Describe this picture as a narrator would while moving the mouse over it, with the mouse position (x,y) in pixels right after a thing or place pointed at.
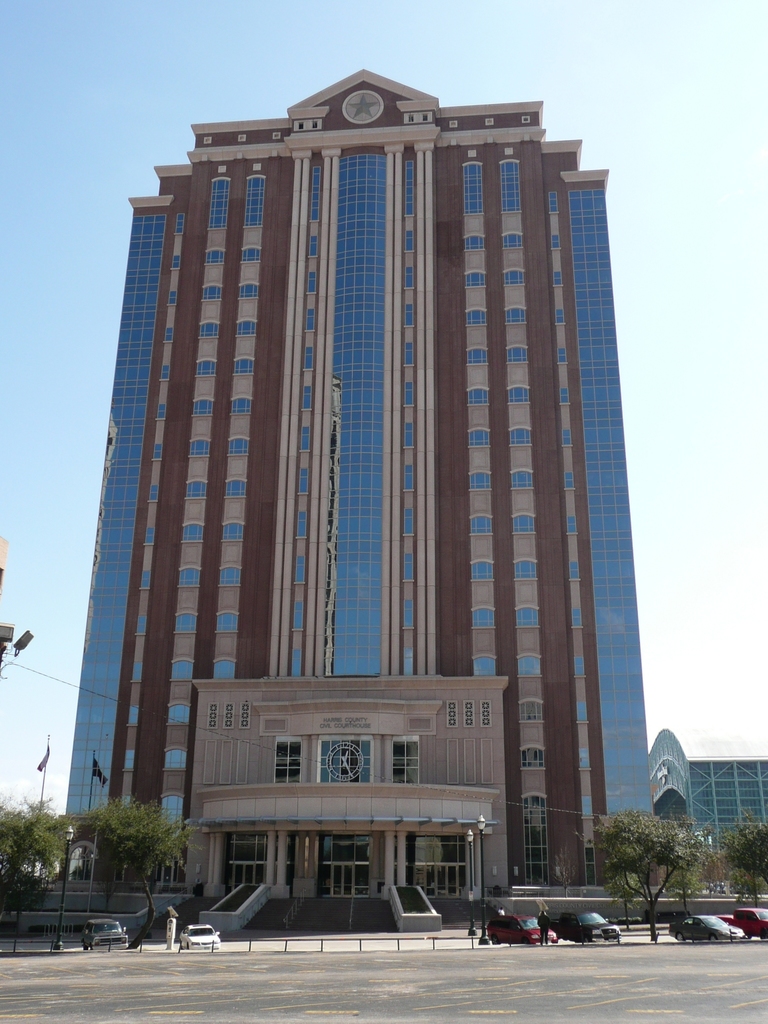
In this picture we can see a building (406,617) in the middle (407,635), on the right side (636,853) and left side (36,854) there are trees (654,905) and cars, there are two flags (102,771) on the left side (45,751), we can also see poles (471,870) and lights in the front (480,863), there is the sky (643,574) at the top of the picture (540,27).
